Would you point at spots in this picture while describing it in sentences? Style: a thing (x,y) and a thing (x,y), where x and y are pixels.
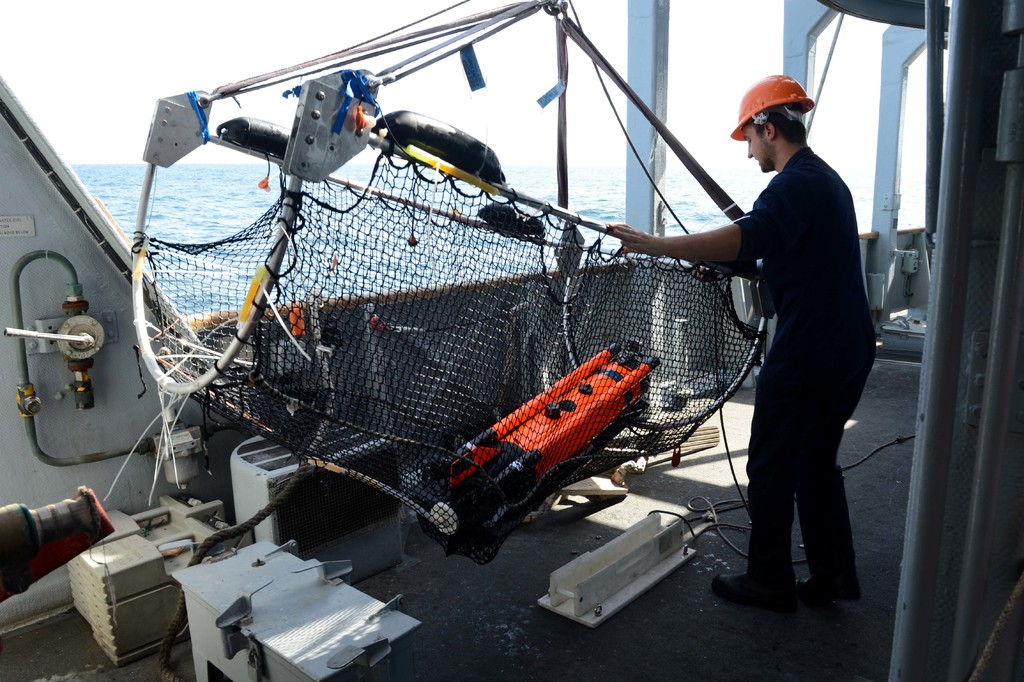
In this image I can see a man (776,147) is standing in a boat (890,604) holding an object (158,122) connected to a net (162,252) in his hands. I can see a device (514,450) on the net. I can see some metal objects (245,588) on the left hand side of the image (251,577) I can see the sea (589,200). I can see the sky (115,26) at the top of the image (146,111).
